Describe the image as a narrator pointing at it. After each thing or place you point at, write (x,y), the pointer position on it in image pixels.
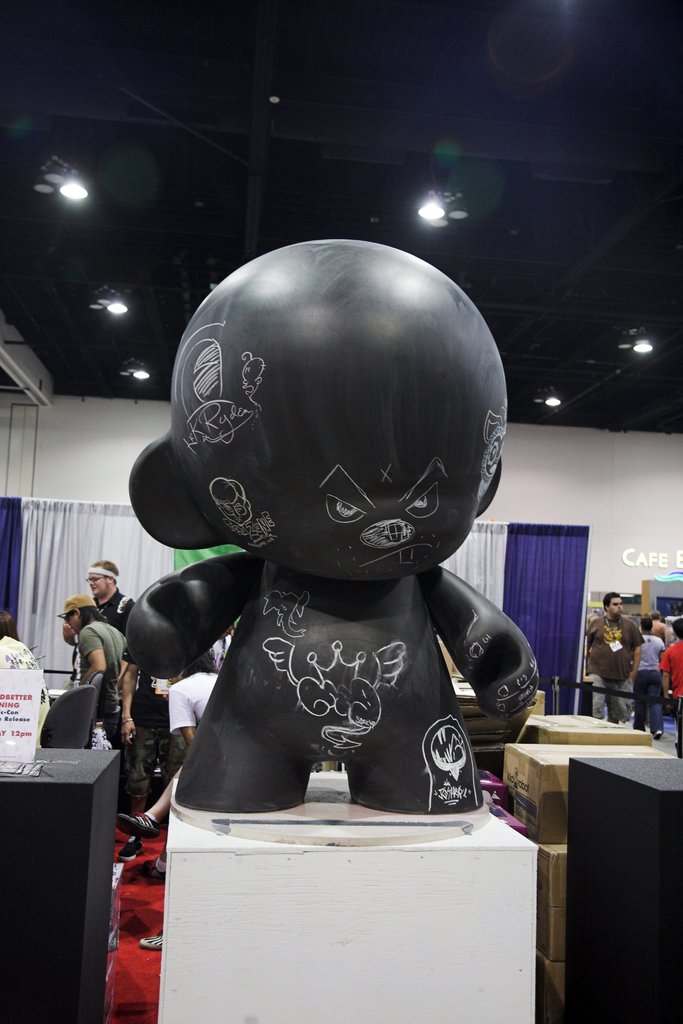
In the center of the image (398,358) there is toy (191,767). In the background of the image (627,634) there are people (122,646). At the top of the image (235,74) there is ceiling (136,147) with lights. In the background of the image (616,450) there is wall (558,490).
